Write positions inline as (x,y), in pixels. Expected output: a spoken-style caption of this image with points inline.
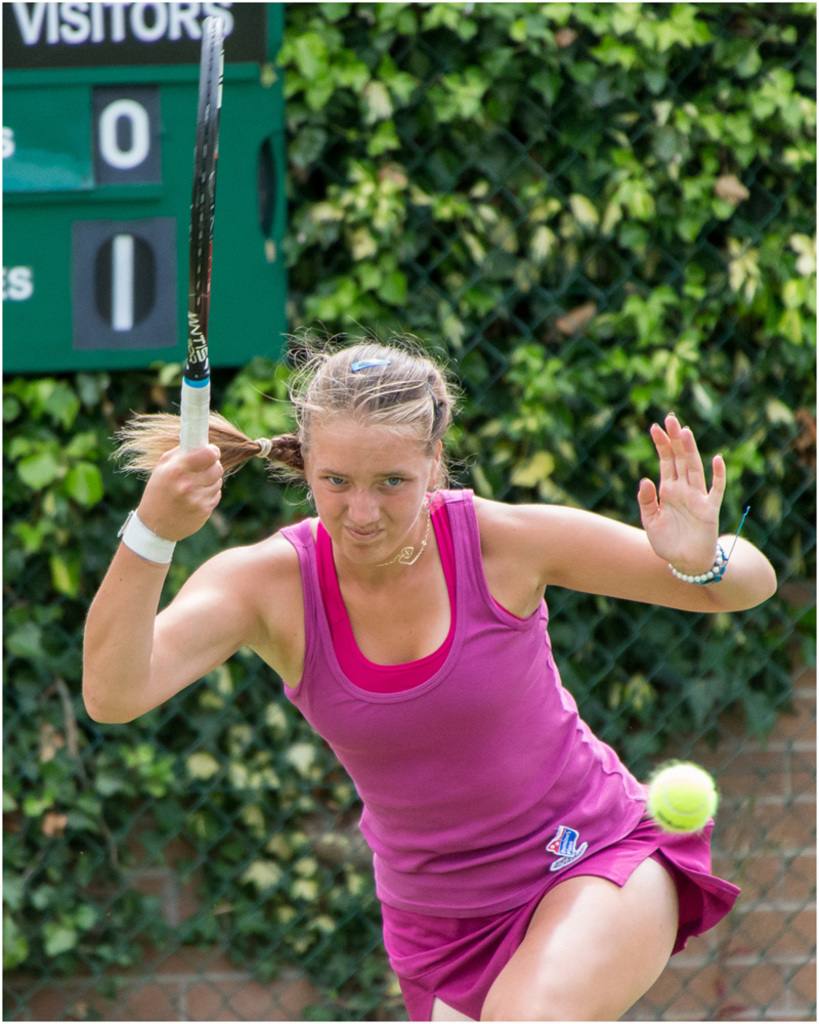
As we can see in the image there are trees (600,68) and a woman (508,553) holding tennis racket (206,379).
